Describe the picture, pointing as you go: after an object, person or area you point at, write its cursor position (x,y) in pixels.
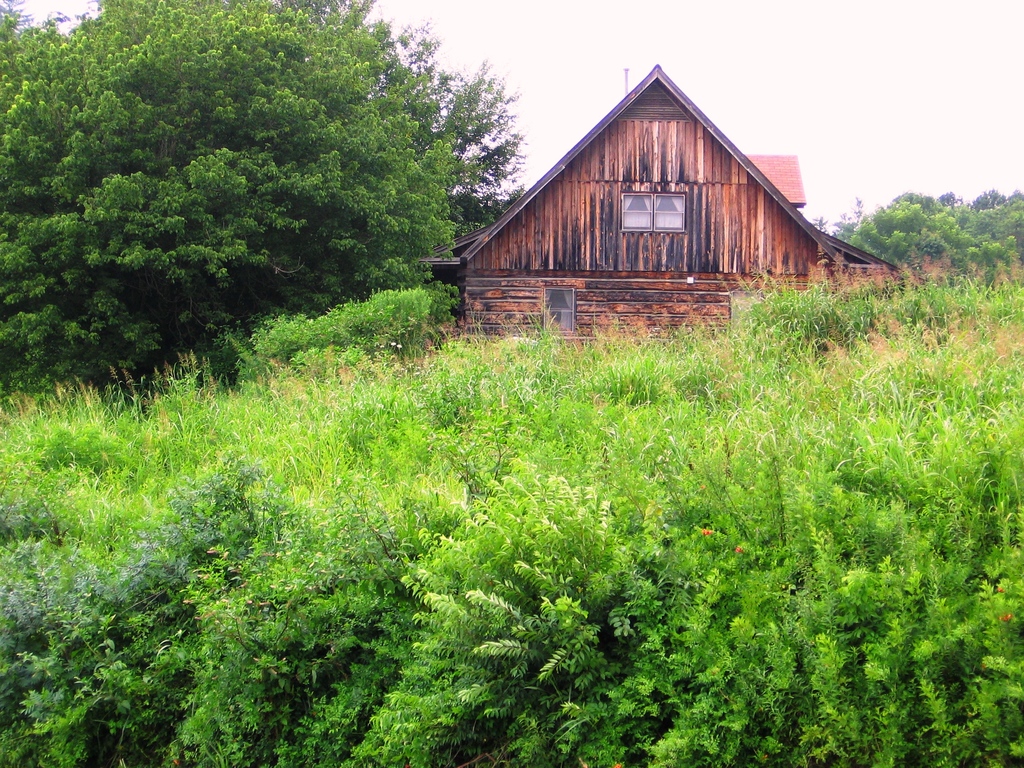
In the foreground of the picture (602,420) there are plants (422,412). In the center of the picture (402,277) there are trees (336,260), plants (360,319) and a house (584,204). Sky (578,97) is cloudy.
